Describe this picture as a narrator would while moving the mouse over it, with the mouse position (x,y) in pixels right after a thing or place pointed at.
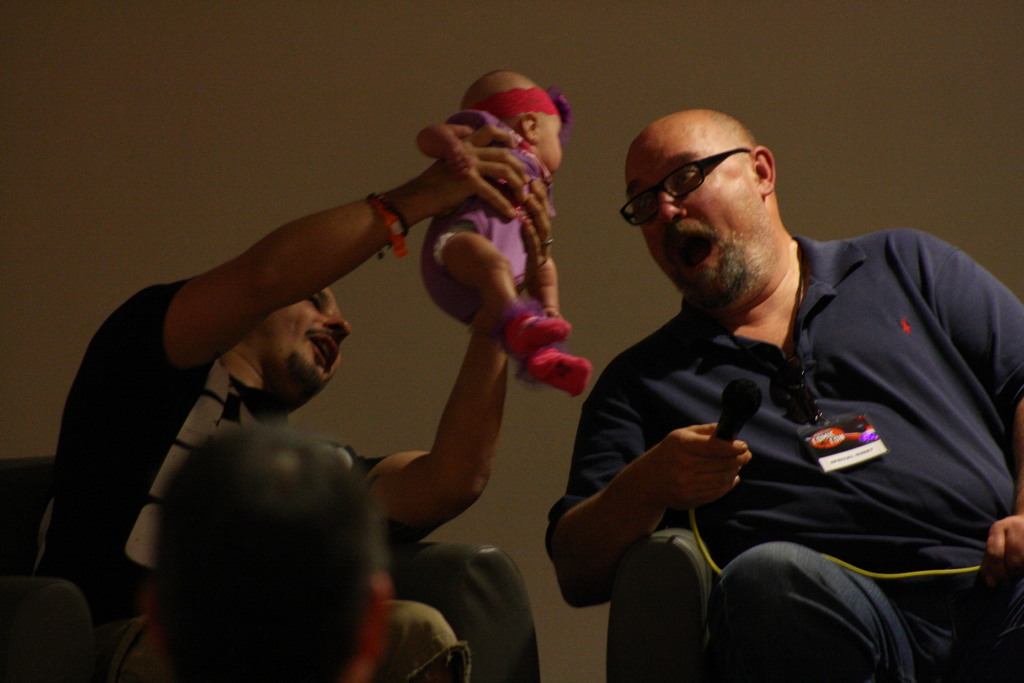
In this picture I can see there are two people (474,498) sitting in the chair (698,619) and the person (225,335) on to left (150,411) is holding a infant (486,239) and there is a wall (520,385) in the backdrop (538,388).
